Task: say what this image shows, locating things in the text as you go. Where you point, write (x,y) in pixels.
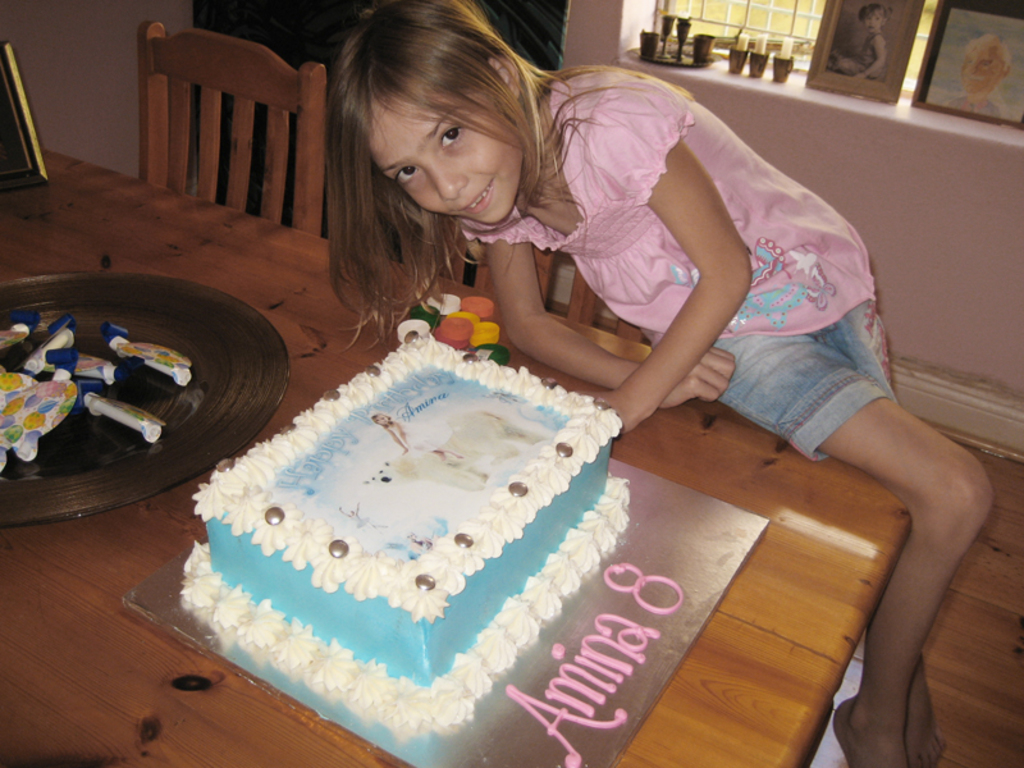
In this image I see a girl (623,409) who is sitting on this table (484,294) and there is a cake (570,458) and few things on this plate (224,356), I can also see the chairs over here. In the background (1018,305) I see the wall (699,86) and few photo frames (1019,120) over here, I can also see this girl (772,261) is smiling.
